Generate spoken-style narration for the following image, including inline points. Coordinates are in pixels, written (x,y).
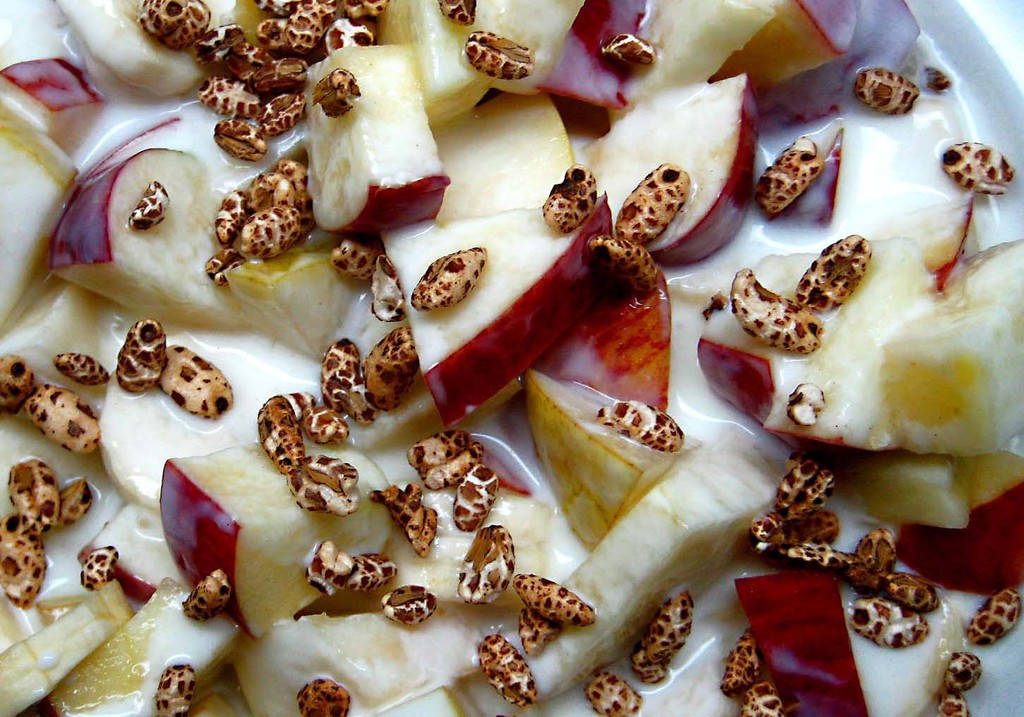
In this picture we can see some slices (512,296) of apples (522,223) and some white liquid (879,174) here.
